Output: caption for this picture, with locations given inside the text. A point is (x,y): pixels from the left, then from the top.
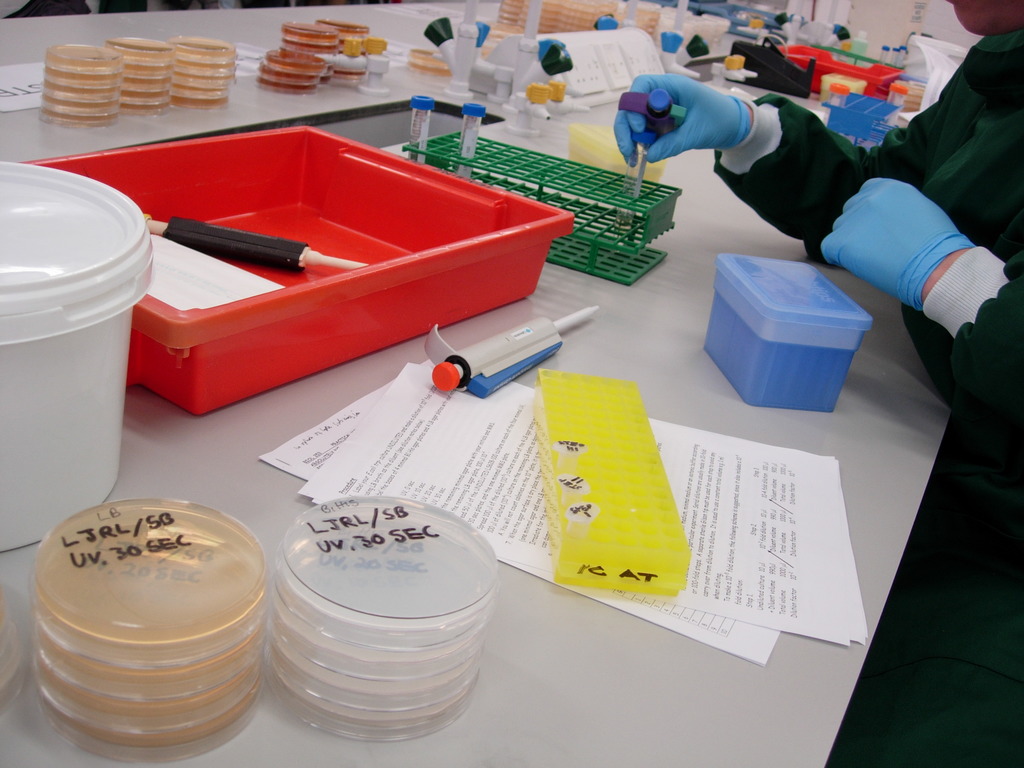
In this image we can see a person (999,343) standing holding a tool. We can also see a table (252,510) containing some papers (667,624), containers (499,192), tubes (462,151) in a stand (598,238), tools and objects (620,576) which are placed on it.
